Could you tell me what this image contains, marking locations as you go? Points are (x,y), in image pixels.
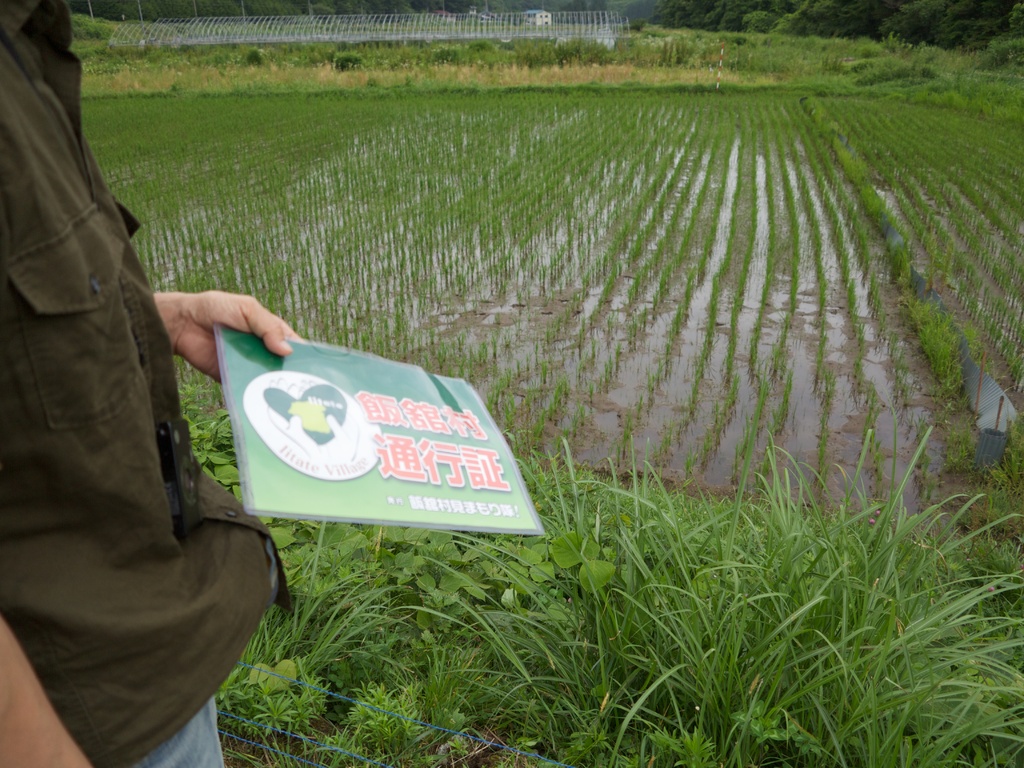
There is a person (151,460) holding a sign (388,423) and we can see grass (458,614) and plants (373,718). On the background (833,17) we can see trees (587,0) and house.
